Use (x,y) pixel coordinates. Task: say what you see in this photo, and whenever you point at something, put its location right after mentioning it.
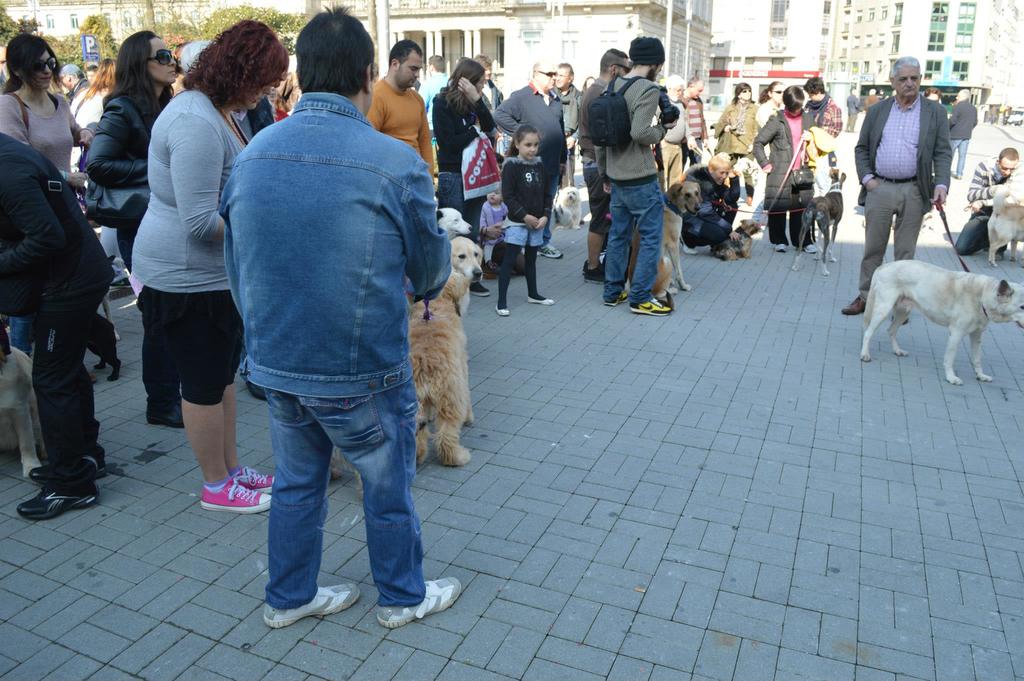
There are many people (529,263) here both men (272,179) and women (774,102) and kids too and few people (53,406) are carrying their dogs (884,284) with them. In the background (566,39) there are trees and buildings (959,85).
